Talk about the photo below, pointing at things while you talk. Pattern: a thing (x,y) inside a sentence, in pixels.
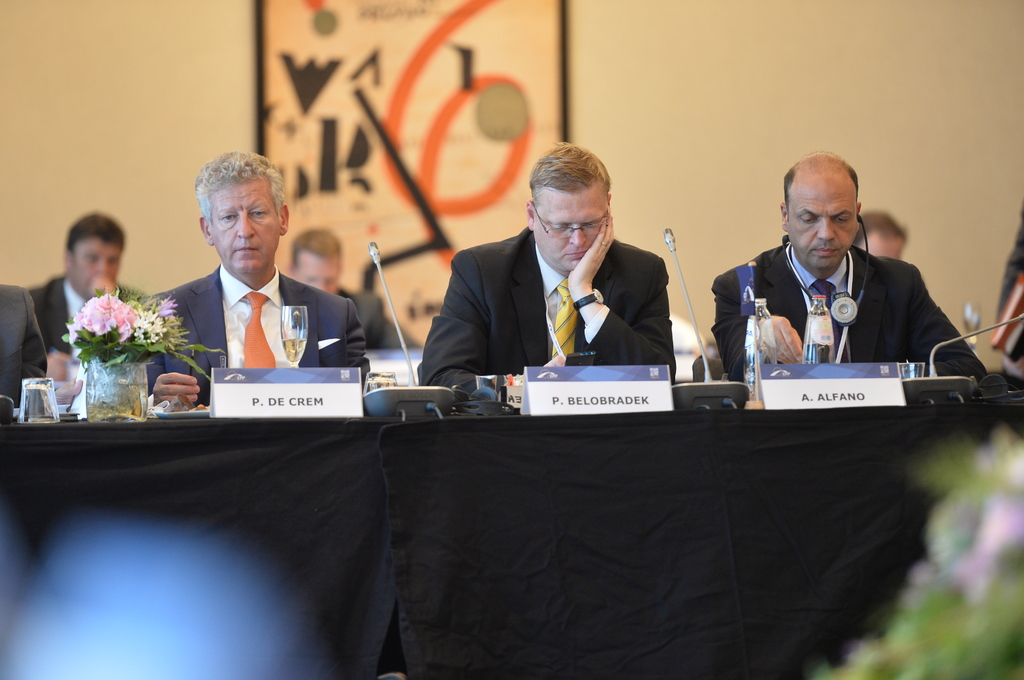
In this image, we can see a table (203,436) covered with a black cloth (421,457), there are some name boards (315,370) on the table (305,430), we can see three microphones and there are some people (922,327) sitting on the chairs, in the background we can see a wall (650,72) and there is a poster (361,75) on the wall (246,103).
